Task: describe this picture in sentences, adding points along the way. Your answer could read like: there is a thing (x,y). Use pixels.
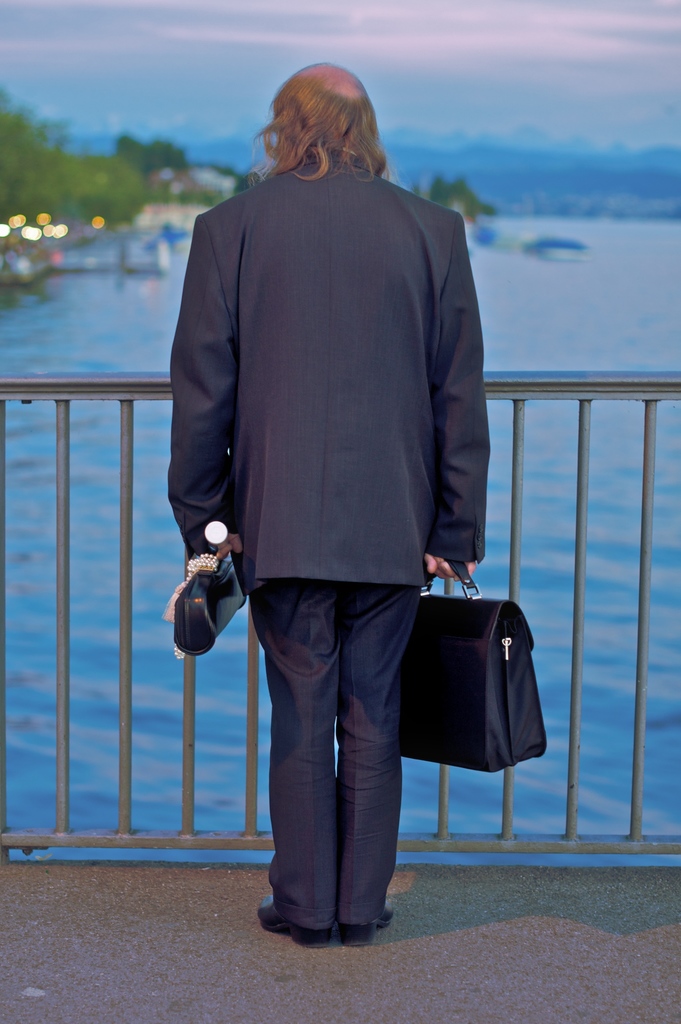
In this picture there is a man (234,441) who is standing and holding a bag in his hand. There is water (616,435) and trees (88,178) at the background (68,185). The sky (169,50) is cloudy.
